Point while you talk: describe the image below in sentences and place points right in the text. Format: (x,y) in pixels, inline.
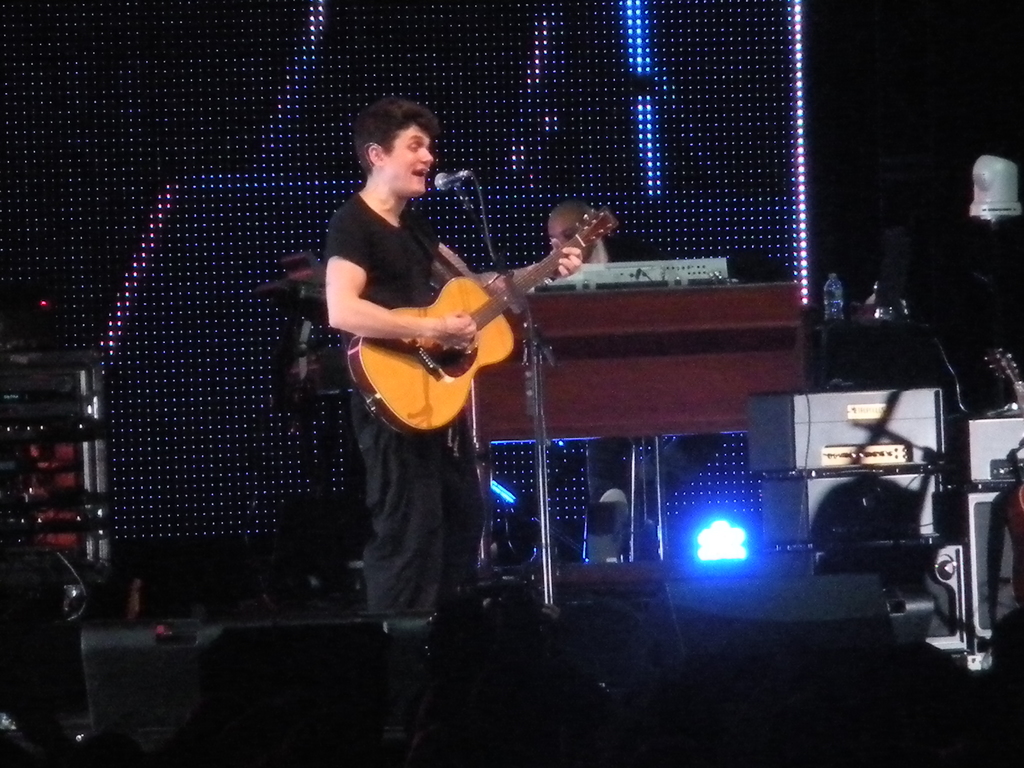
This man (396,177) is playing a guitar (425,385) and singing in-front of a mic (435,179). This man (591,254) is sitting on a chair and playing musical instruments (594,278). These are electronic devices (816,466). On bottom (727,532) there is a focusing light (741,536).
